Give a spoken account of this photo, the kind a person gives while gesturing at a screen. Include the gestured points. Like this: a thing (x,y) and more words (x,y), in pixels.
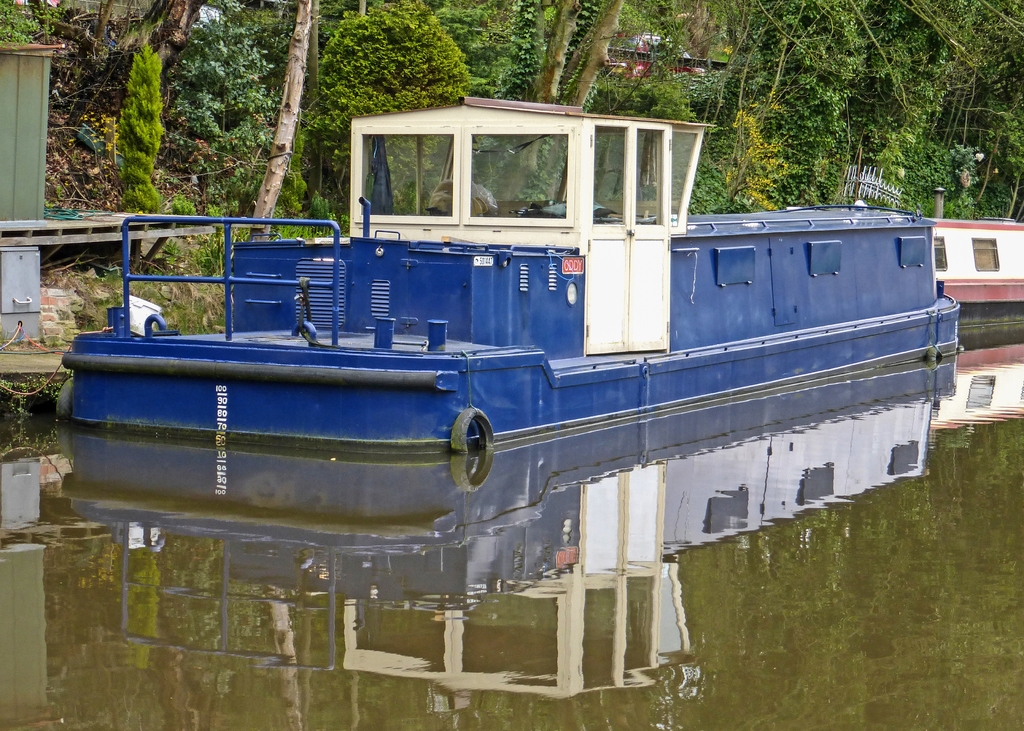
In this image there are ships (910,286) on a river (1013,605), in the background (861,70) there are trees (786,84).
